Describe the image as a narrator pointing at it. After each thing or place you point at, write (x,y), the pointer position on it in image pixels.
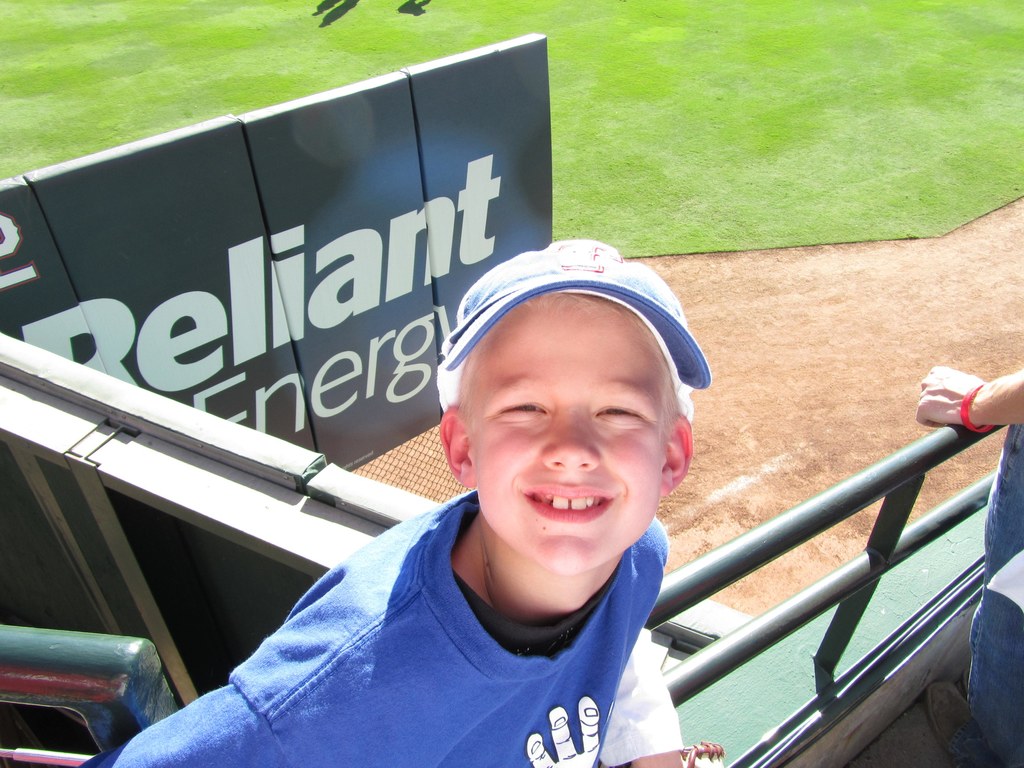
In this image we can see a boy (554,617). He is wearing a blue color T-shirt (519,659) and cap (492,325). We can see banner boards (206,328) on the left side of the image (238,266). There is a railing (883,548) and a person (982,664) in the right bottom of the image (993,649). At the top of the image (578,39), we can see the grassy land (849,121).
